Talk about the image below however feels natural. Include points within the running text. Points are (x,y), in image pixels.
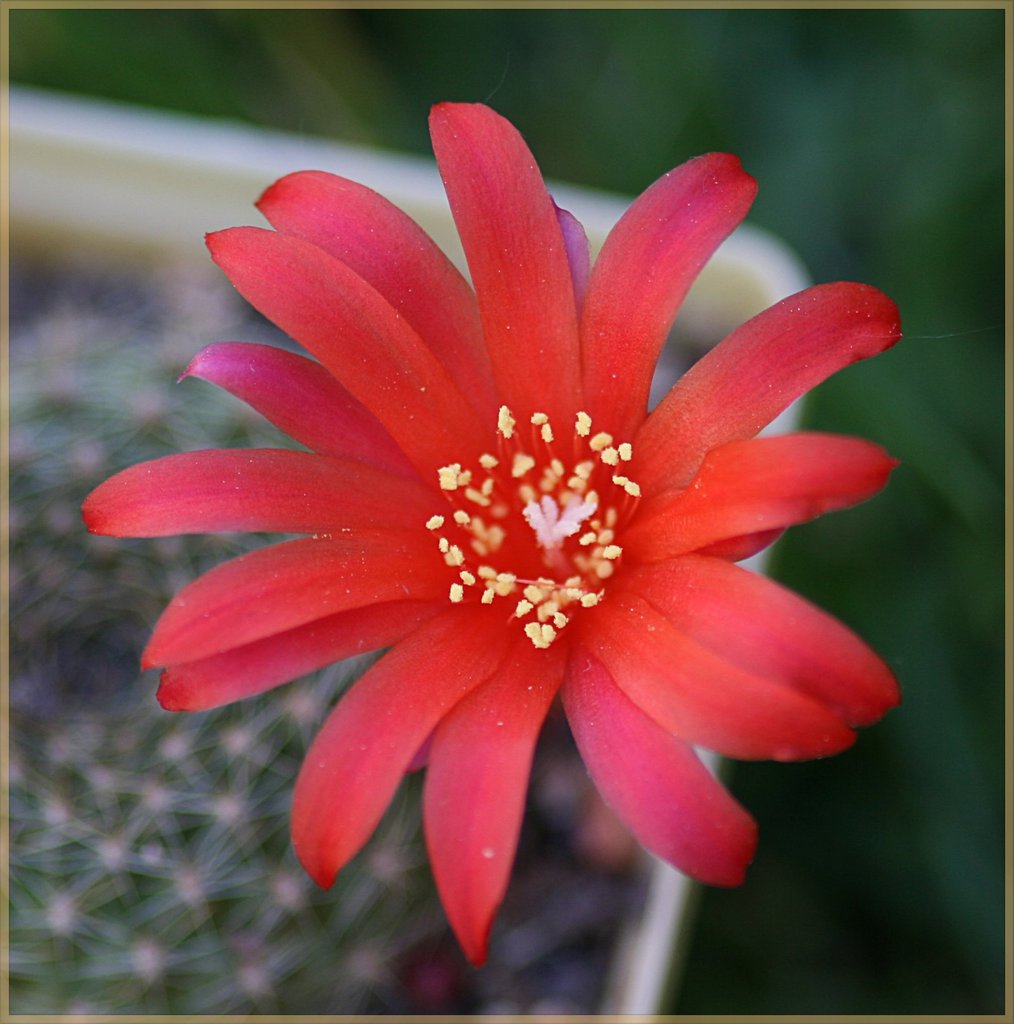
In this image we can see a flower (387,405) which is of red and yellow color and in the background (251,968) image is blur.
